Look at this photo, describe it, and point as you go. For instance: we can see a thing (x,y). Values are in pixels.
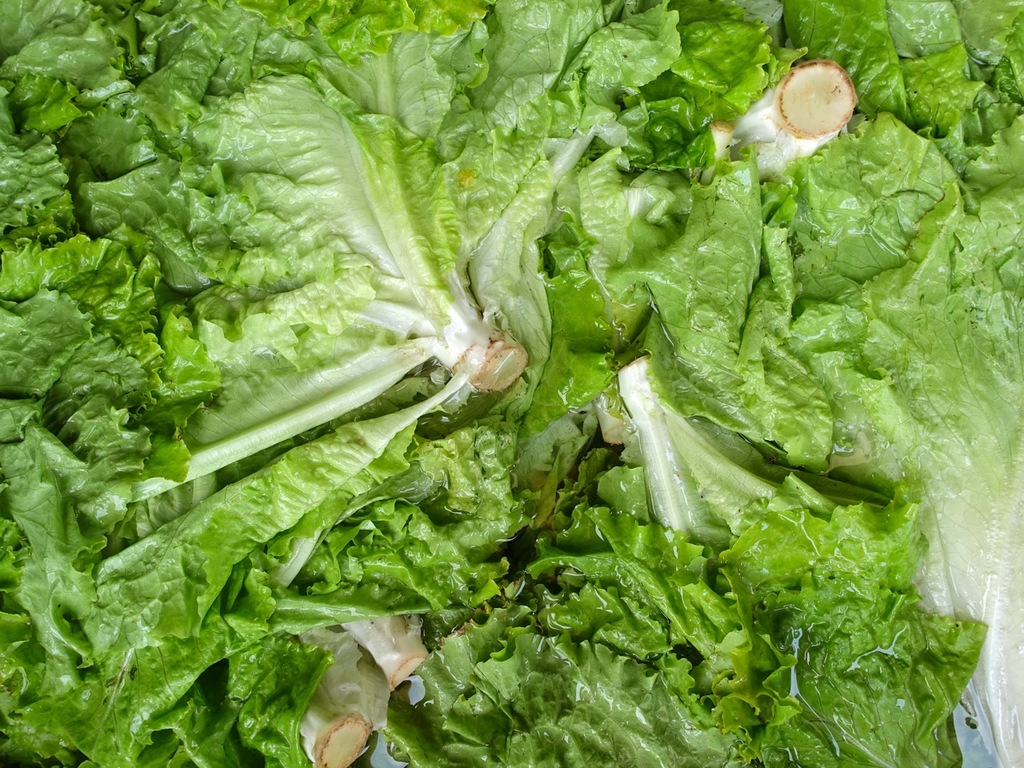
In this image, I can see a bunch of lettuce leafy vegetable (528,177).
